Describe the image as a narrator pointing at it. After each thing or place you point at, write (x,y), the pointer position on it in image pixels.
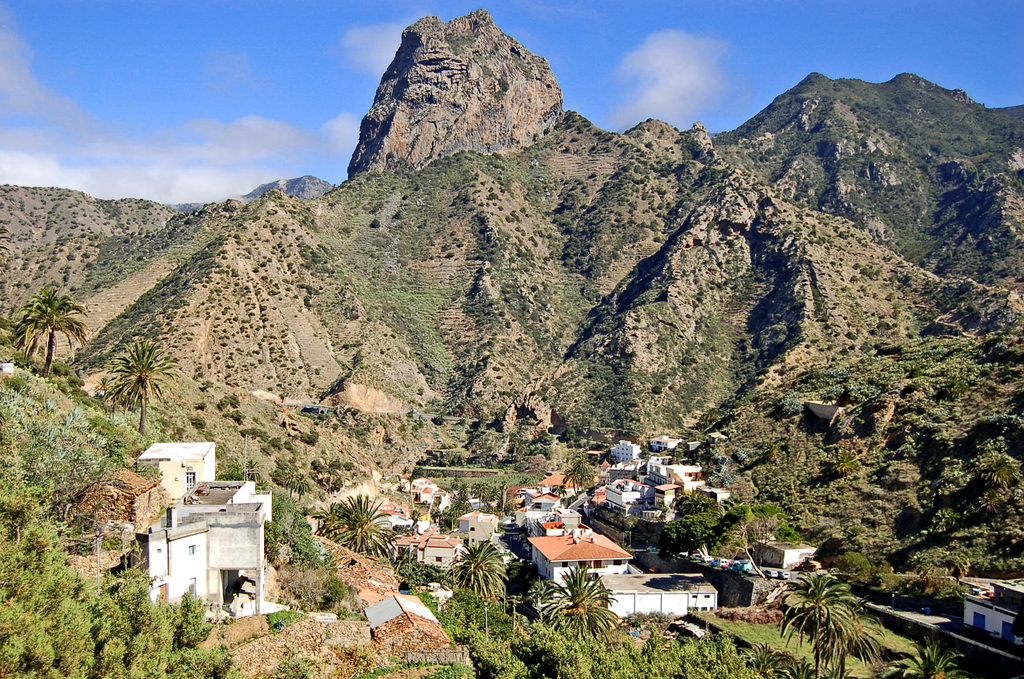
In the foreground of the picture (48,541) there are trees (20,572), buildings (616,569), grass (898,639) and shrubs (428,578). In the middle of the picture (486,432) we can see mountain (468,207), on the mountain (376,237) there are shrubs (146,321) and some greenery (341,272). At the top (279,56) there is sky (309,48).
